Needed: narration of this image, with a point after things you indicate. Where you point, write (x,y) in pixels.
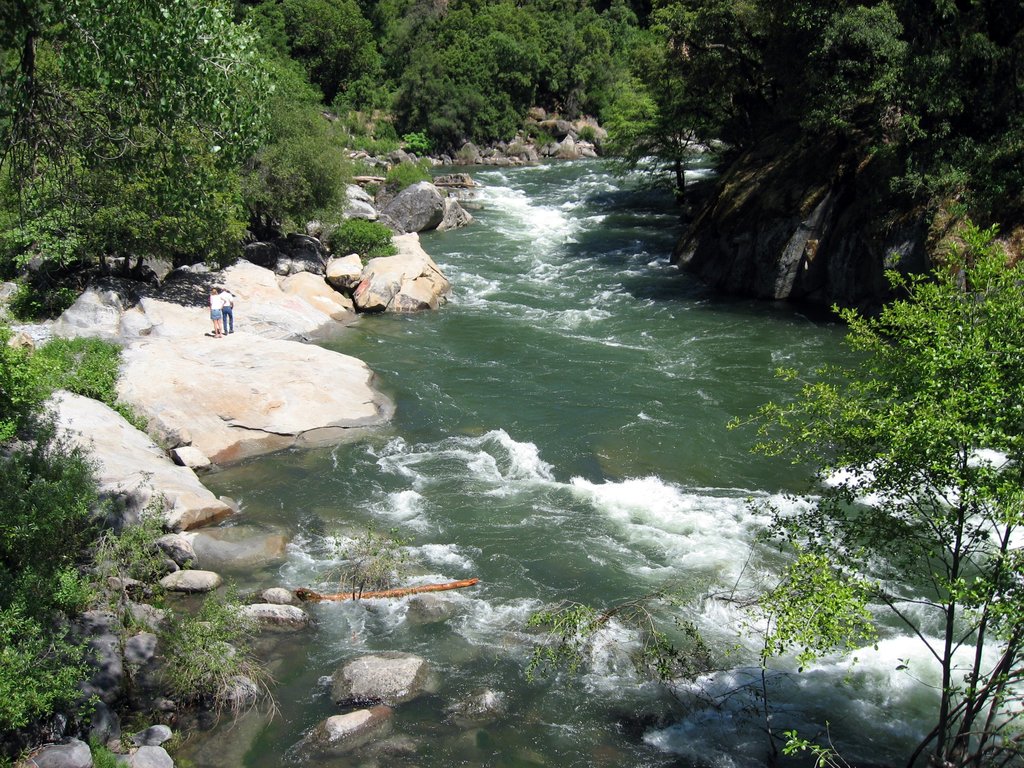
This image is taken in outdoors. In the middle of the image (547,443) there is a river (470,627) with rocks (363,687) and water (514,517) in it. In the right side of the image (959,394) there are few trees (935,324). In the left side (136,321), middle of the image (358,362) two people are standing on the rock (272,321). In the background (377,98) there are many trees (642,88) and plants (245,50) in this image.
